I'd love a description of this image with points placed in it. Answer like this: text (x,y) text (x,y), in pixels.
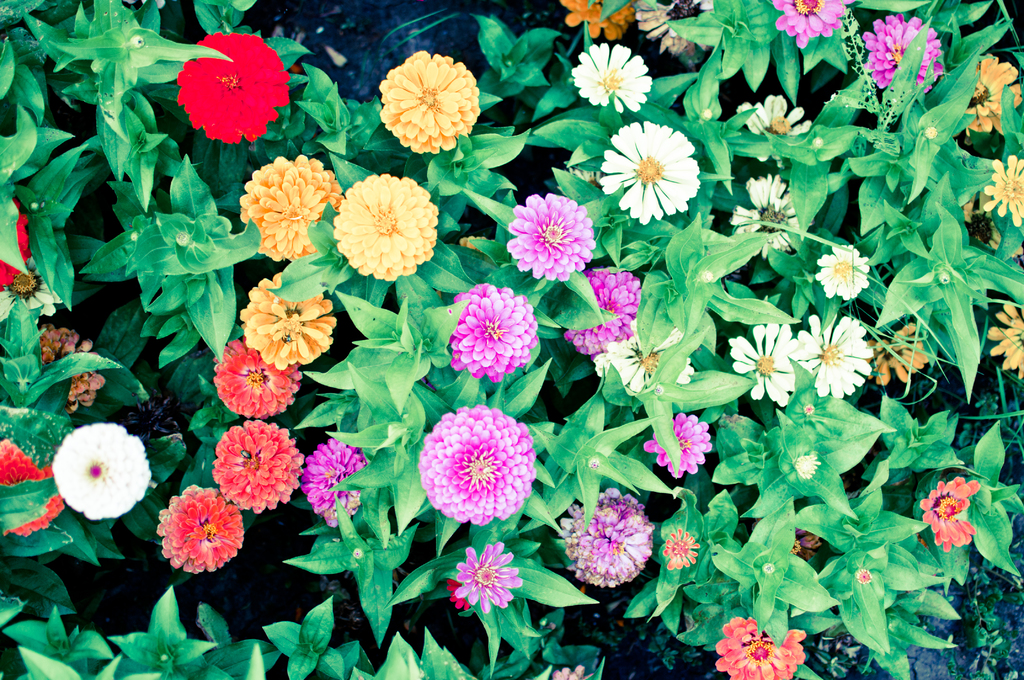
In the image there are many flower plants (887,172) with different color flowers (421,126) to it.
